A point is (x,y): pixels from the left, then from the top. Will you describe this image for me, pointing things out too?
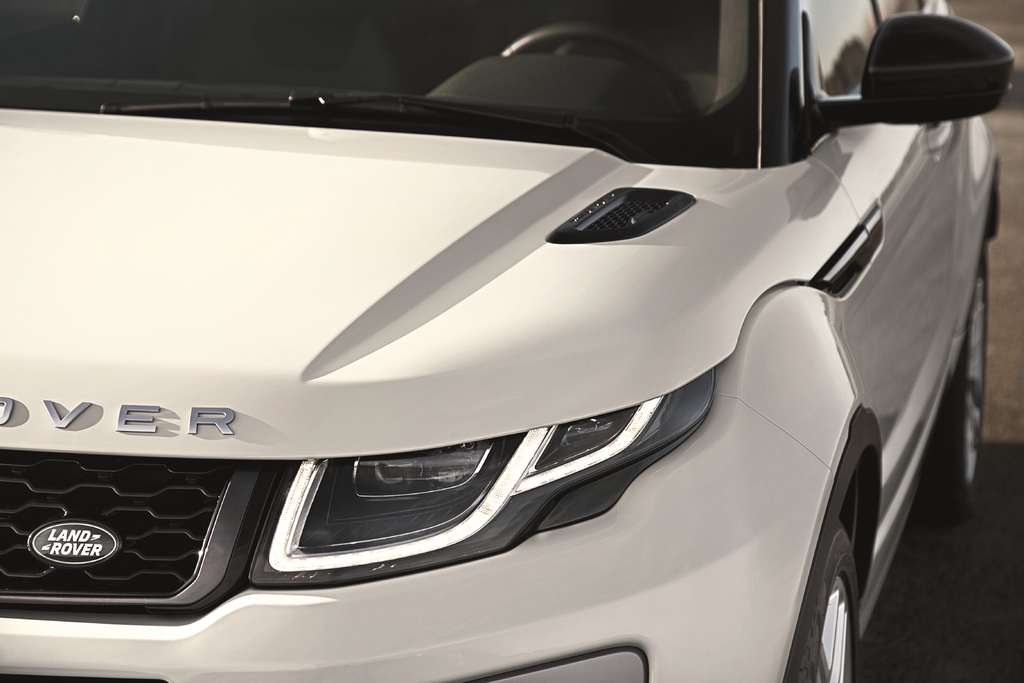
In this image we can see a motor vehicle (536,368).
